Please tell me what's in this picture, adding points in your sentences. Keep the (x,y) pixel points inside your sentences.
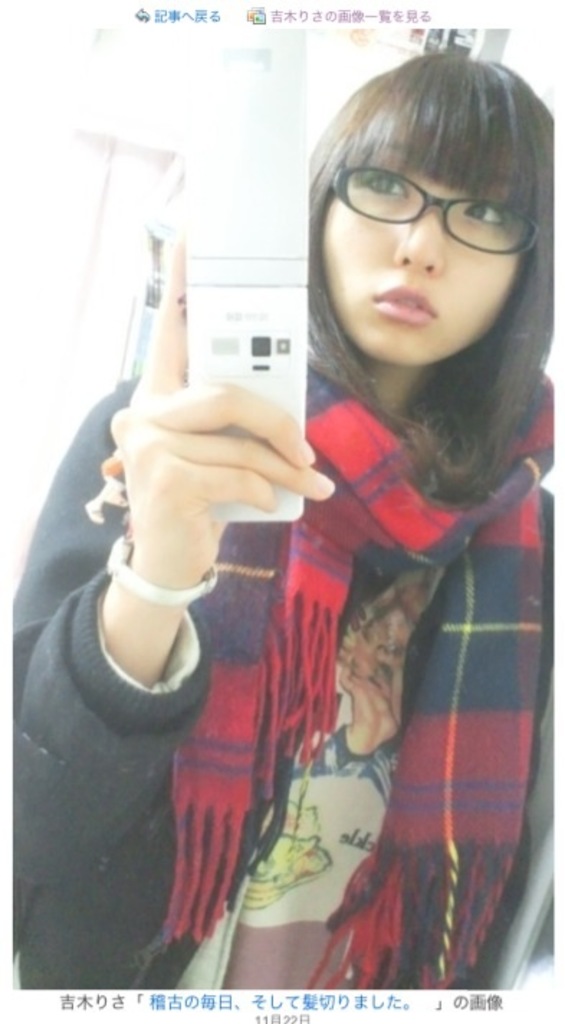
In this image a woman (364,500) wearing a scarf (361,501) and spectacles (417,218). She is holding a device (214,289) in her hand (249,396). Bottom of the image (329,997) there is some text (282,1007).
